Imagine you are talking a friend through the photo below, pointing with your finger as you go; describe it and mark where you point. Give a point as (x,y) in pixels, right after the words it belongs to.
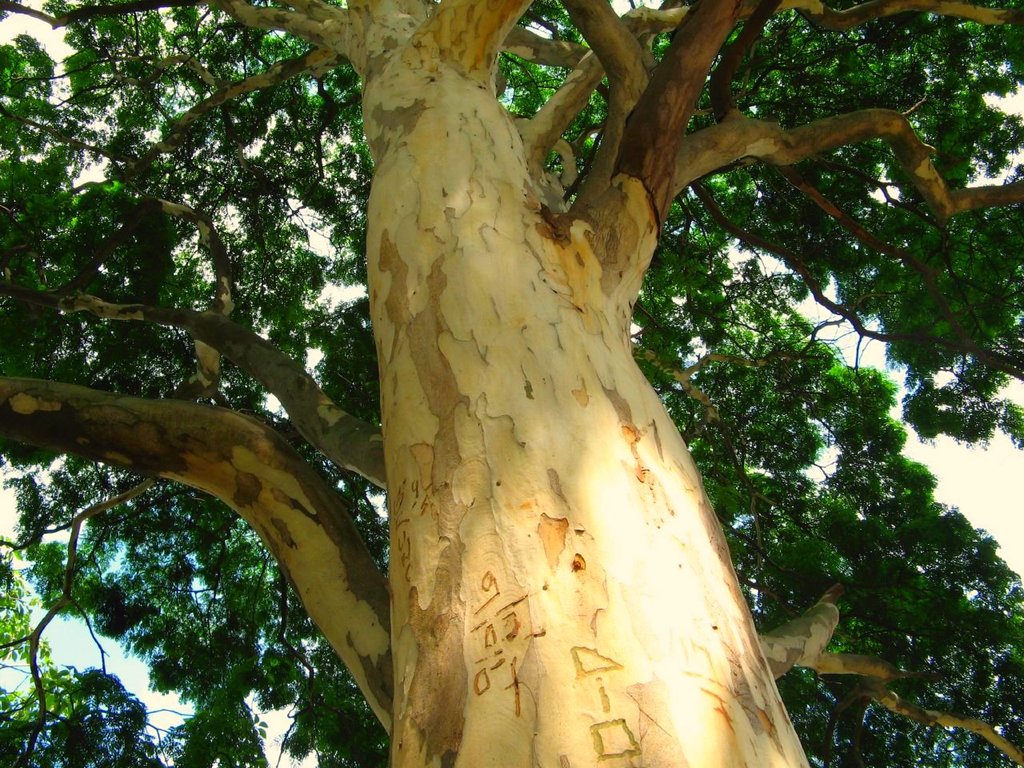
In this image there is a tree (514,214), there is a tree trunk (538,410) towards the bottom of the image (553,641), at the background of the image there is the sky (136,672).
